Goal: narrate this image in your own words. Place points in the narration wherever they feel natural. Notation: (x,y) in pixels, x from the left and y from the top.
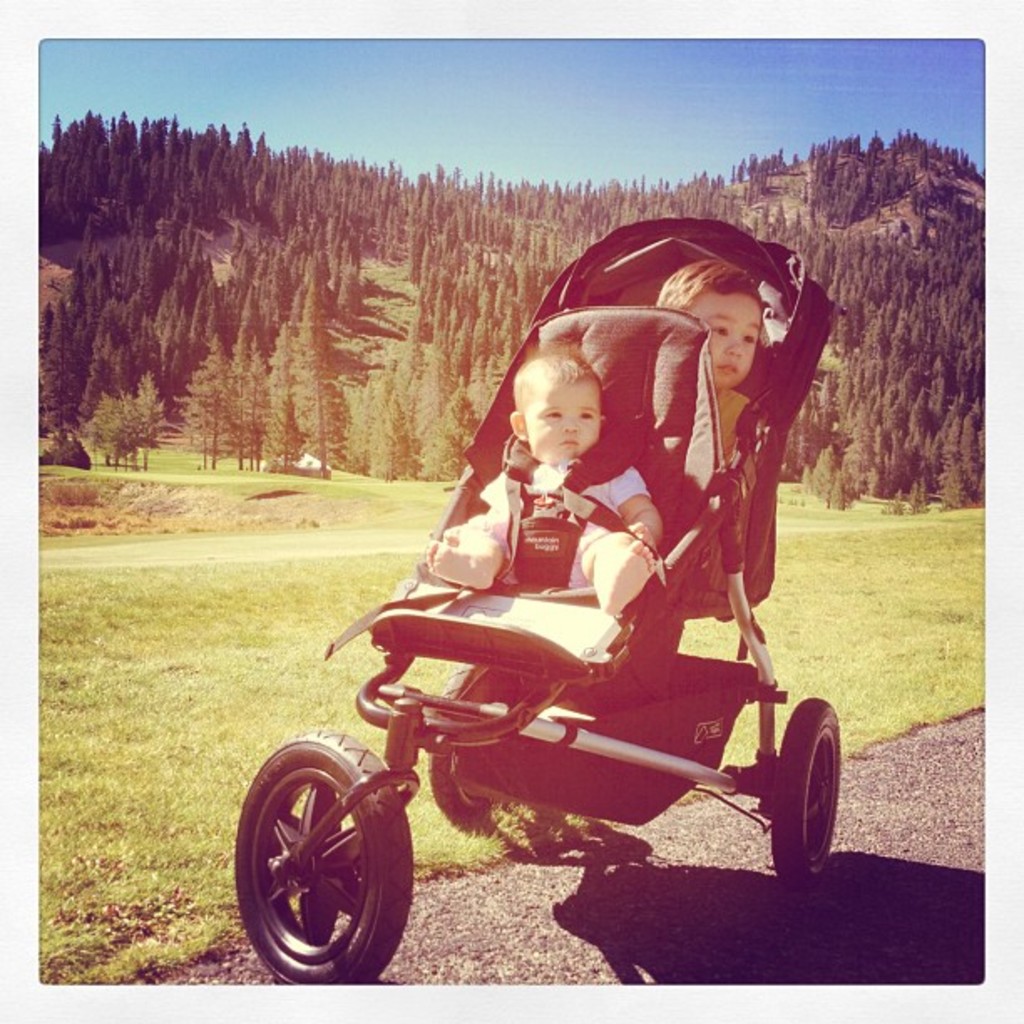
In this image there are two kids (578,465) sitting on the baby trolley (679,764). At the bottom of the image (117,685) there is grass (208,632) on the surface (244,574). In the background of the image (337,291) there are trees (906,304) and sky (643,143).
